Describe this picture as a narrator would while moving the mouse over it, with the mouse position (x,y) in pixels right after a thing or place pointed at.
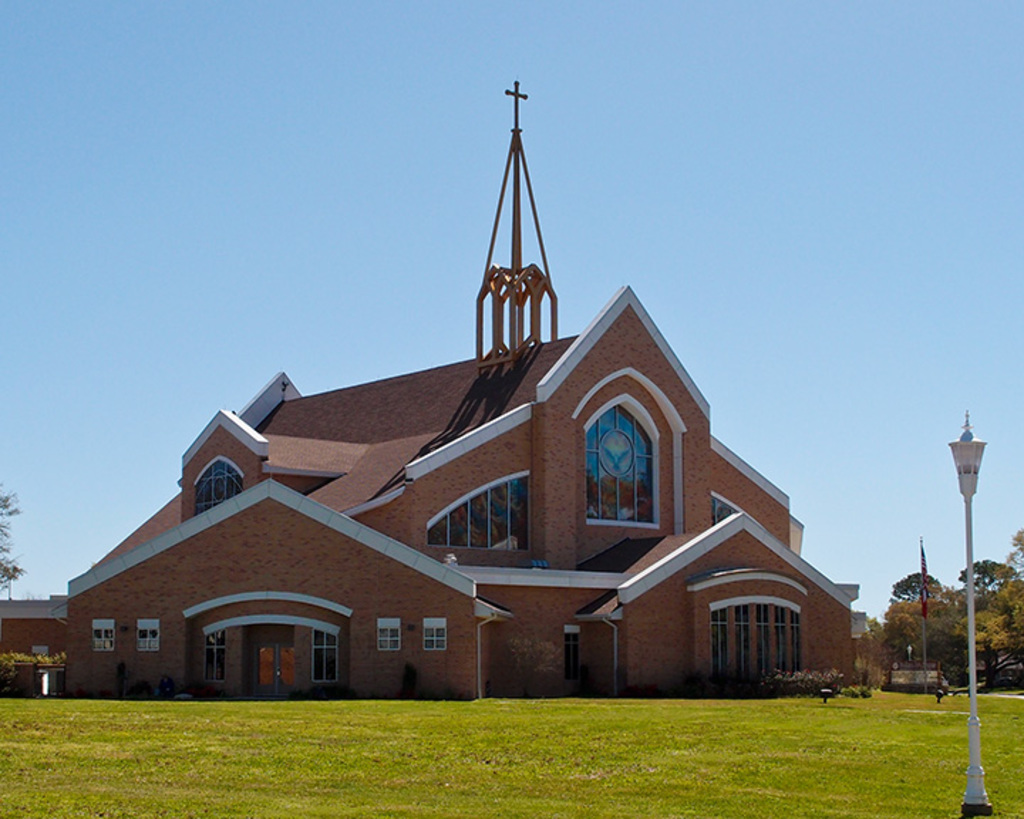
In this picture we can observe a brown color building (511,577) and a cross (516,91) on the top of the building (516,134). We can observe some grass (261,770) on the land (400,775). There is a white color pole (972,745) on the right side (969,553). In the background (932,630) there are trees (921,652) and a sky (350,257).
